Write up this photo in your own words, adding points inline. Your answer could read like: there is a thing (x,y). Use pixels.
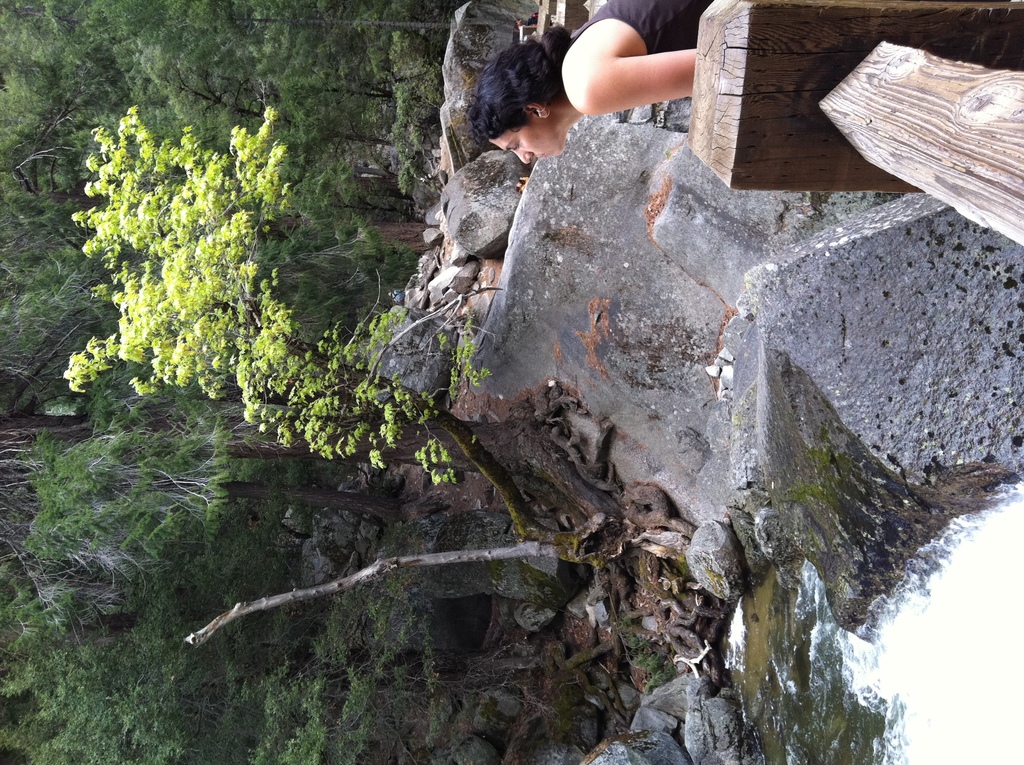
In the foreground of this image (705,555), we see a pond (838,643), tree (446,424), and few stones (714,703). On top of the image (651,63), there is a woman (613,72) near wooden railing (856,113). On left (67,262), we see few trees (97,520).
